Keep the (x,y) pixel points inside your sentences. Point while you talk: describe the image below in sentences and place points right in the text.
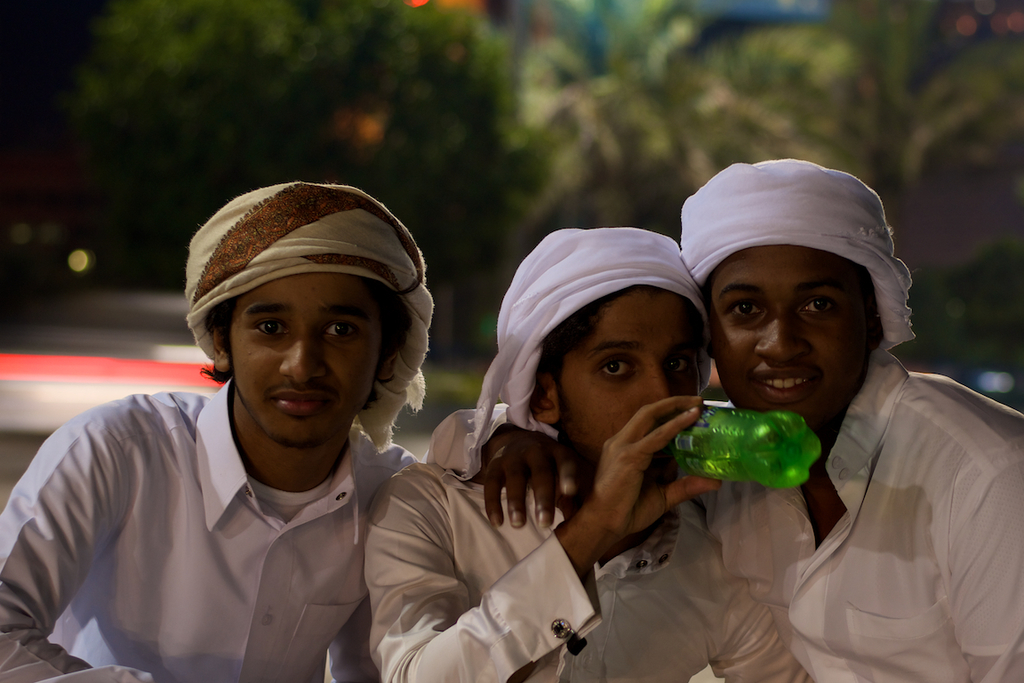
There are three people (266,544) wearing white dress (483,552) and sitting. These are the turbans (572,284) on their heads (567,343). The person (556,332) in the middle (639,442) is holding bottle (705,470) and drinking. At background (324,143) I can see trees (489,95) which are green in color.
